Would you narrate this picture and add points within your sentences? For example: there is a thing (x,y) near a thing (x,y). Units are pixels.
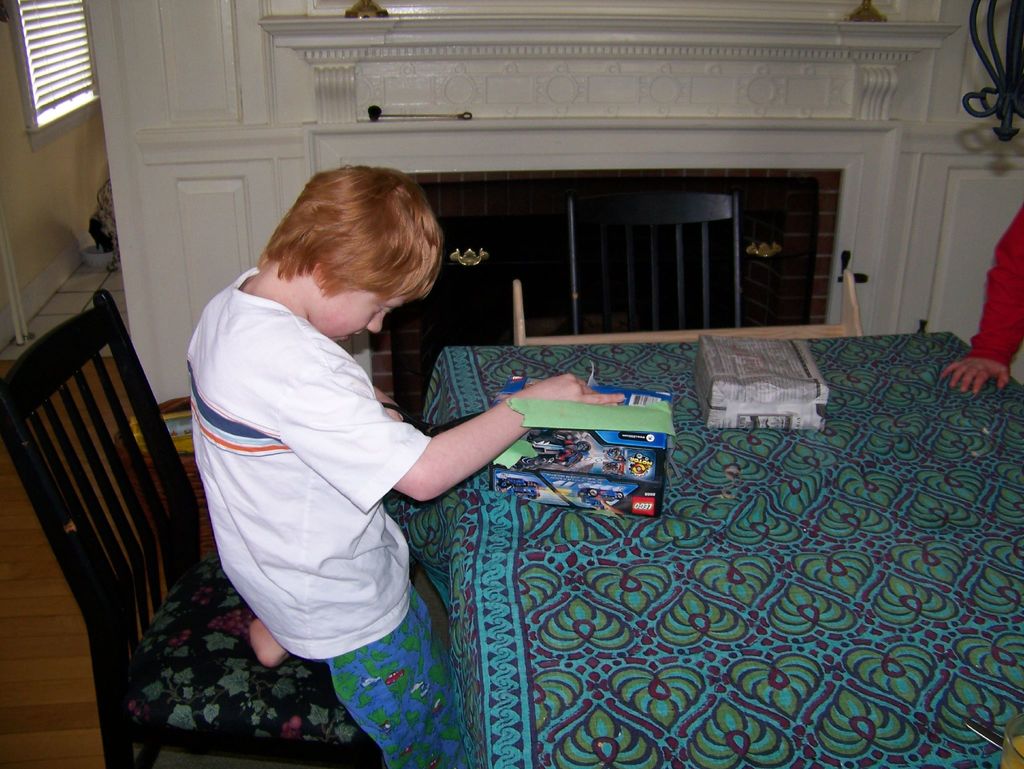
The picture is taken inside a house (738,140), on a dining table (798,546) cloth (723,665) is placed and on that there are two boxes (636,496) one is parcel (731,368) the second one is a game (572,464) the kid (355,549) is sitting on a chair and opening the box (590,433), in the background (252,182) there is a white cupboard (455,77) to its left there is a window (38,83) and a wall (28,206) the floor (32,657) is of wood (43,667).
